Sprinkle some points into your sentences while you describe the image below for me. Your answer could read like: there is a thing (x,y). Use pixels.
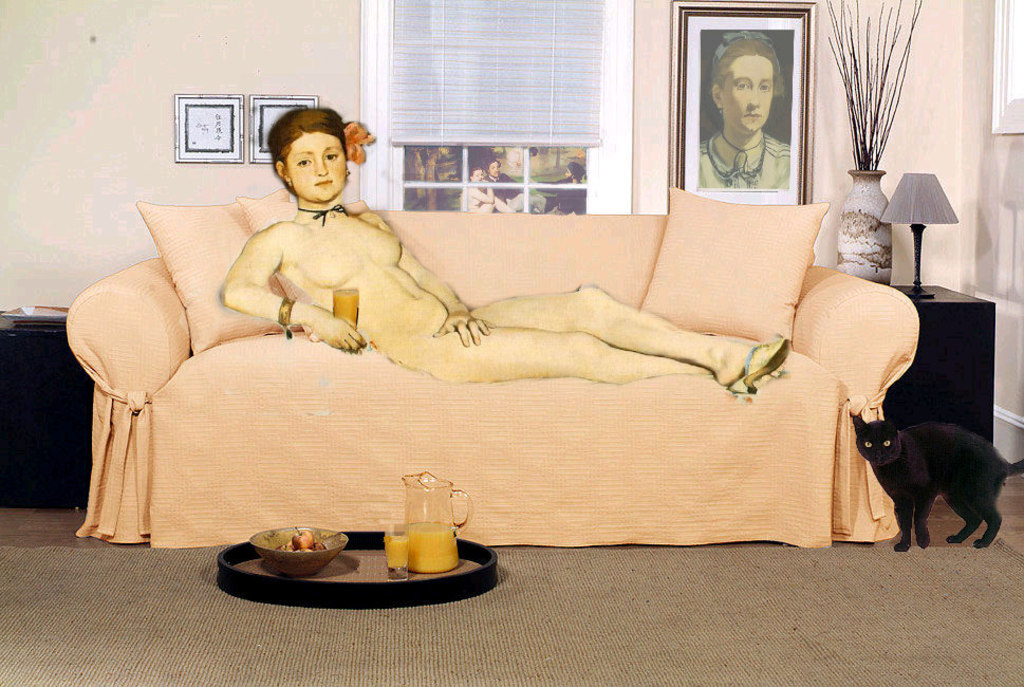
It is an edited image there is an animated woman (429,299) is laying on the sofa (376,393) and in front of the sofa (406,395) there is a tray (389,581) and on the tray (384,564) there is a jar (430,553), glass (390,557) and a bowl (337,550) and on the right side of the sofa (826,323) there is a cabinet (938,331) and on the cabinet (938,301) there is a lamp (915,181) and a pot (851,234). Behind the sofa (274,377) there's a wall (647,116) with photo frames (240,133) and a window (450,186).
